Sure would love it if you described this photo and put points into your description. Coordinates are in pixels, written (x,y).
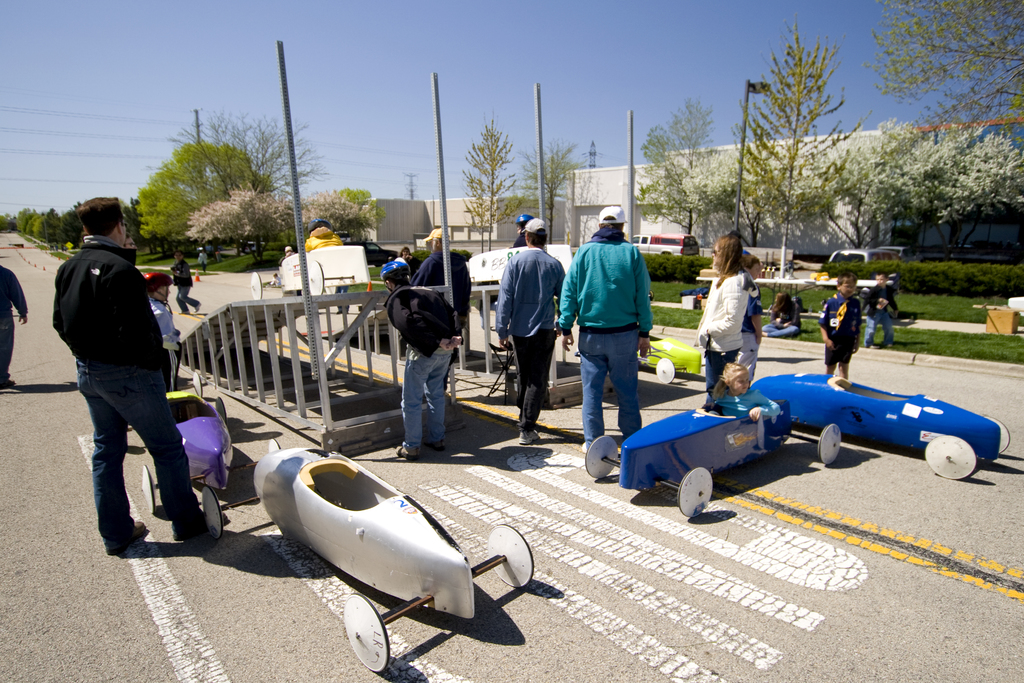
In this picture we can see some people (441,425) are standing on the road (316,666) and playing with kids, beside we can see some trees (949,198) and buildings (774,237).
